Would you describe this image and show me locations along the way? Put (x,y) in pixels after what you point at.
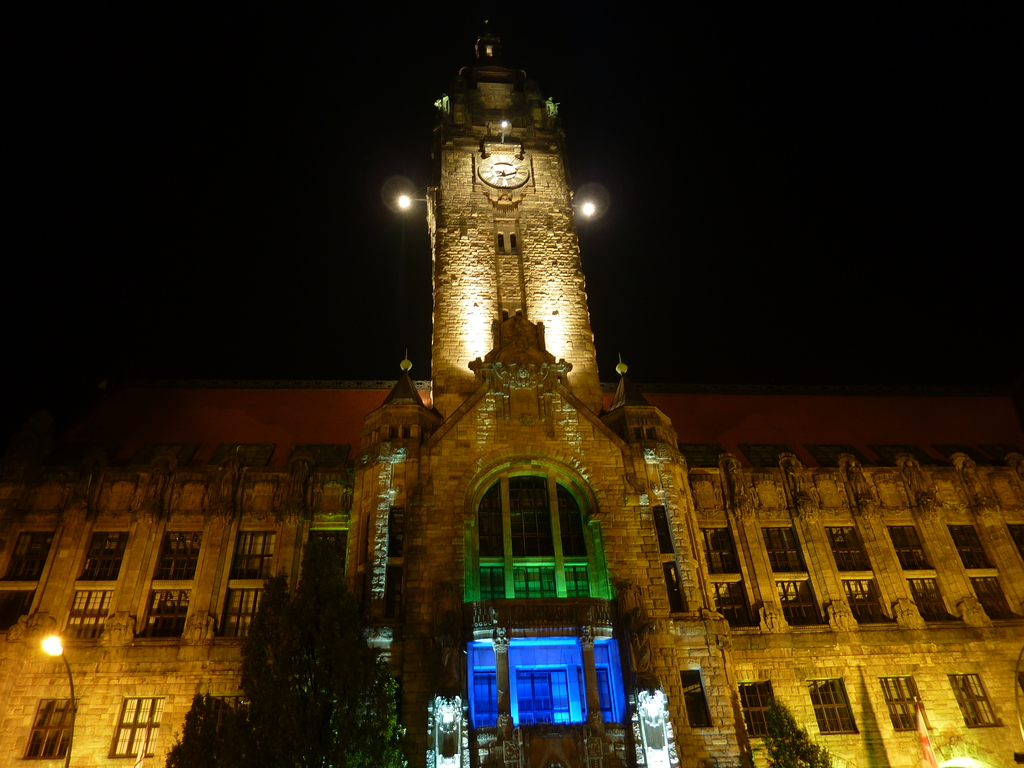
There are trees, a lamp pole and a building (399,485) in the foreground area of the image (548,368).
